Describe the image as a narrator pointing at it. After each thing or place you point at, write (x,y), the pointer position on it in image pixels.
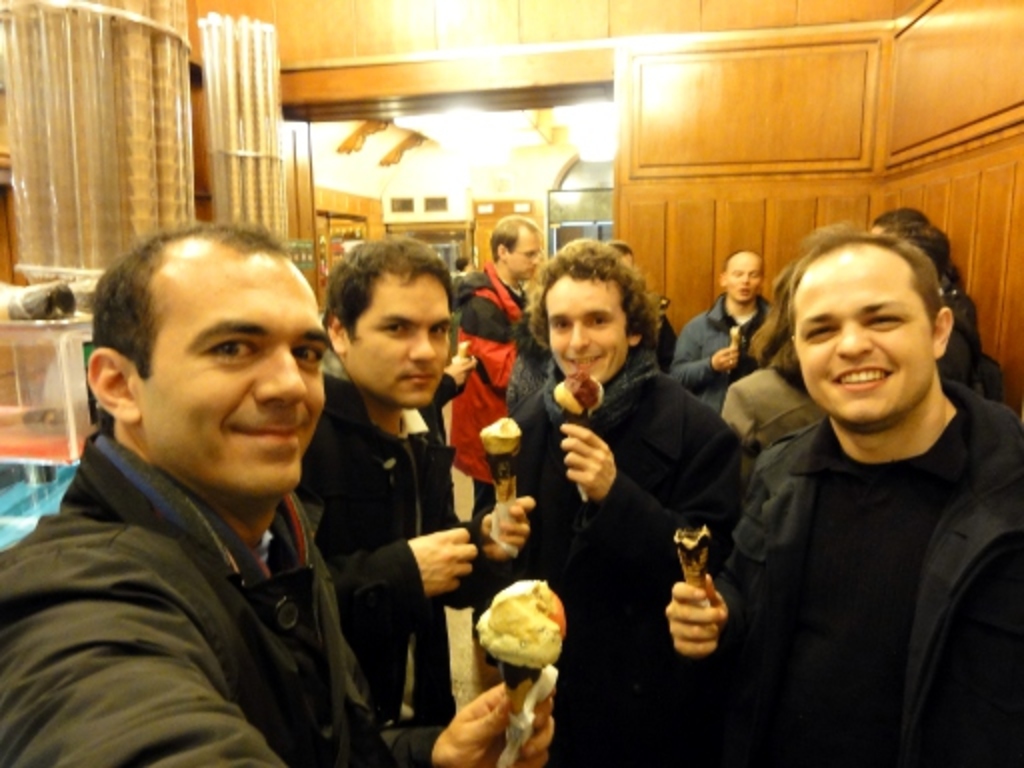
In this image we can see few persons (567,557) are standing and holding ice creams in their hands (468,554). In the background (138,187) we can see few persons (515,283), lights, wall (536,222) and objects (163,156).
